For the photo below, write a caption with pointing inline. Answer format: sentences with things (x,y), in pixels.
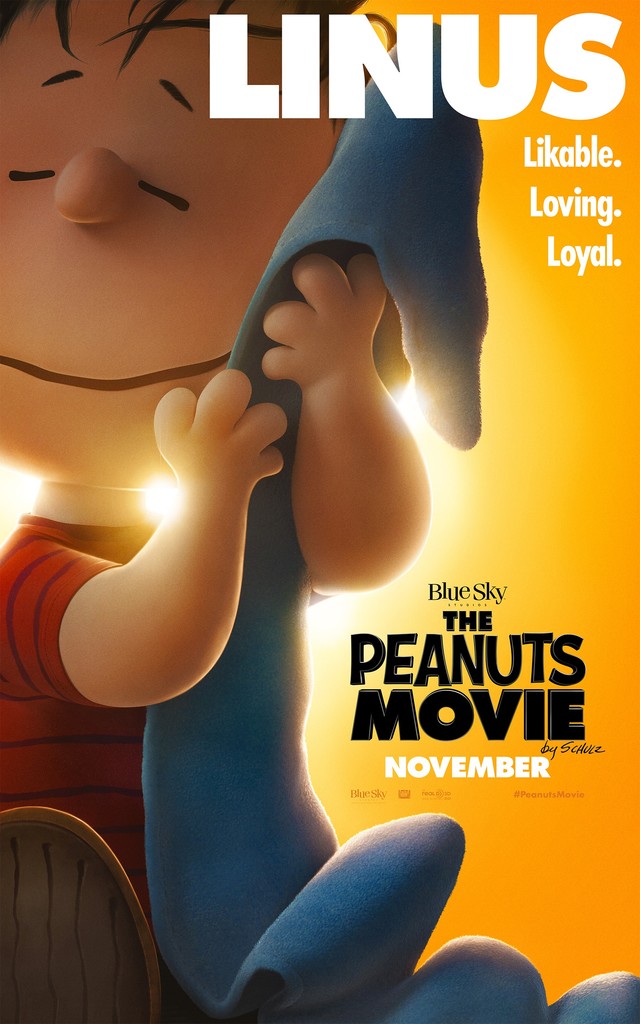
In this image I can see there is an animated image of a boy (260,444) holding an object (357,235) and there is something written (447,55) on the image.
